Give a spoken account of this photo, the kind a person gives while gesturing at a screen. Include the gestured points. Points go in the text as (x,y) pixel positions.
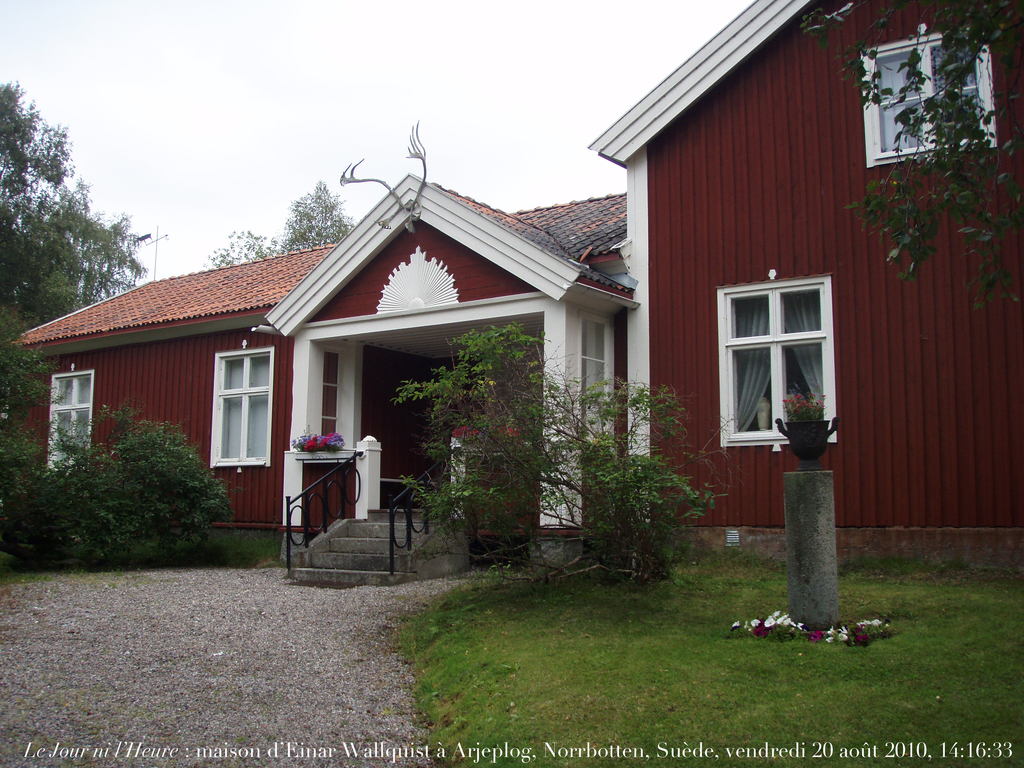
In this image we can see the house (719,318) with stairs (405,537), flowers (336,438), plants (7,525) and also trees (83,260). At the top (505,126) there is sky (487,124) and at the bottom (399,612) we can see the ground (615,674), grass (701,670) and also the text (496,751). We can also see the flower pot (811,454) on small pillar (812,538).
